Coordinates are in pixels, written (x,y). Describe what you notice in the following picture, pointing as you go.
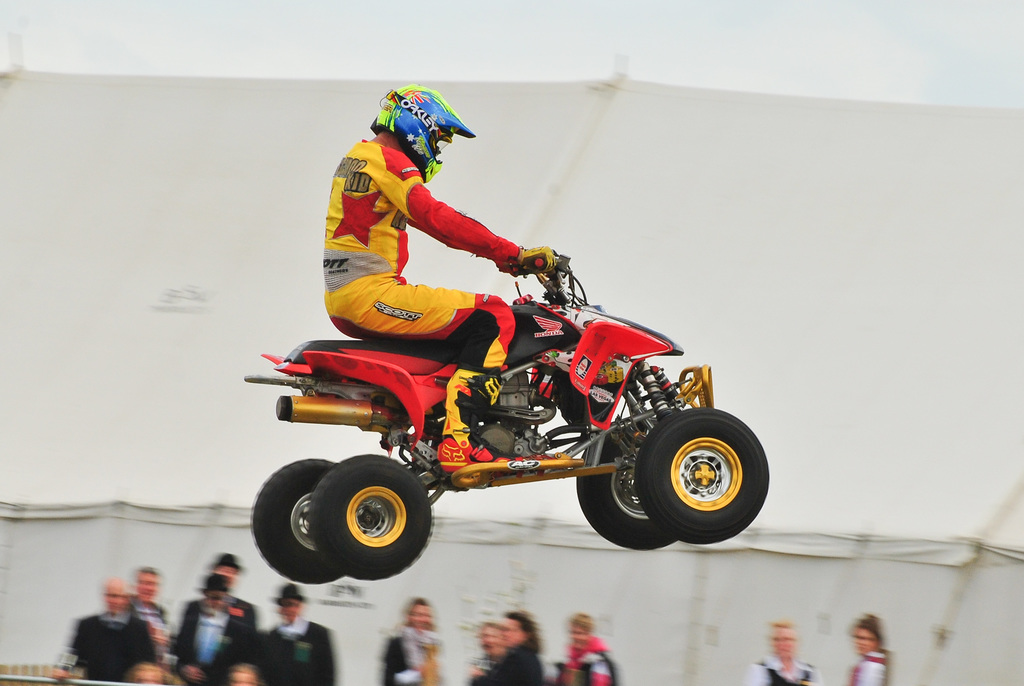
In this picture there is a man (392,121) who is sitting on this vehicle (503,395). On the bottom (296,680) we can see group of persons (235,667) who are watching this stunt. In the back (764,236) we can see white cloth (867,237). On the top (735,28) we can see sky (735,28).
